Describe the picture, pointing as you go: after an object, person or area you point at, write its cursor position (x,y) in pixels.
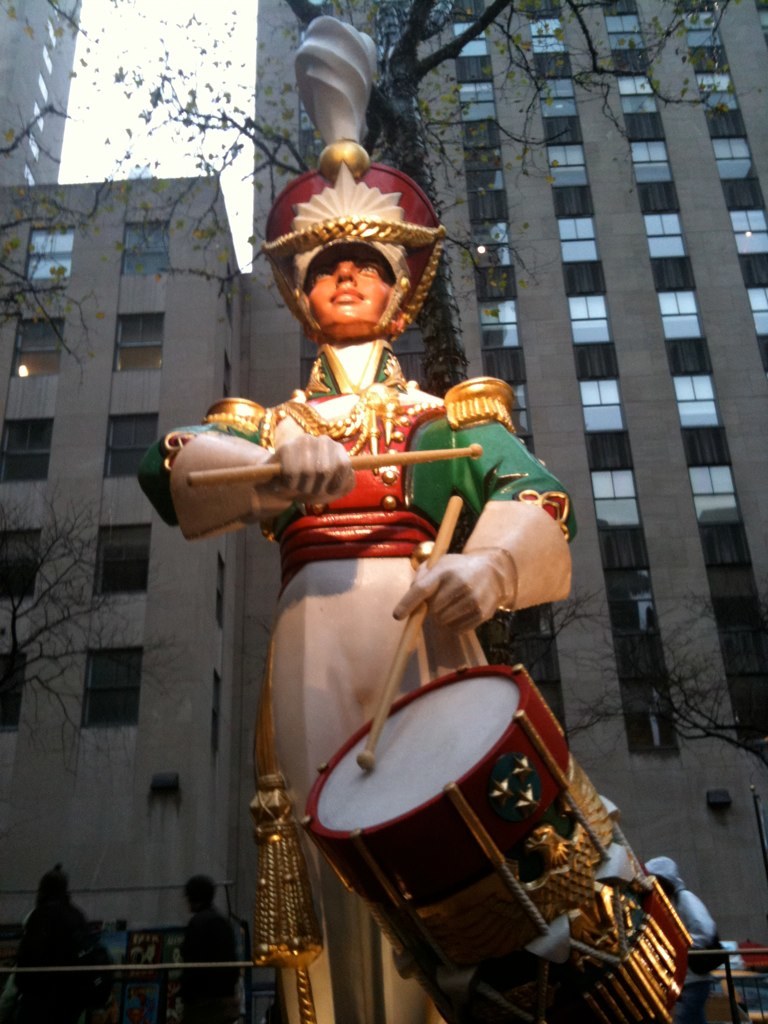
In this picture we can see a statue (330,426), in the background (214,555) we can find few people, trees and buildings (587,300).
